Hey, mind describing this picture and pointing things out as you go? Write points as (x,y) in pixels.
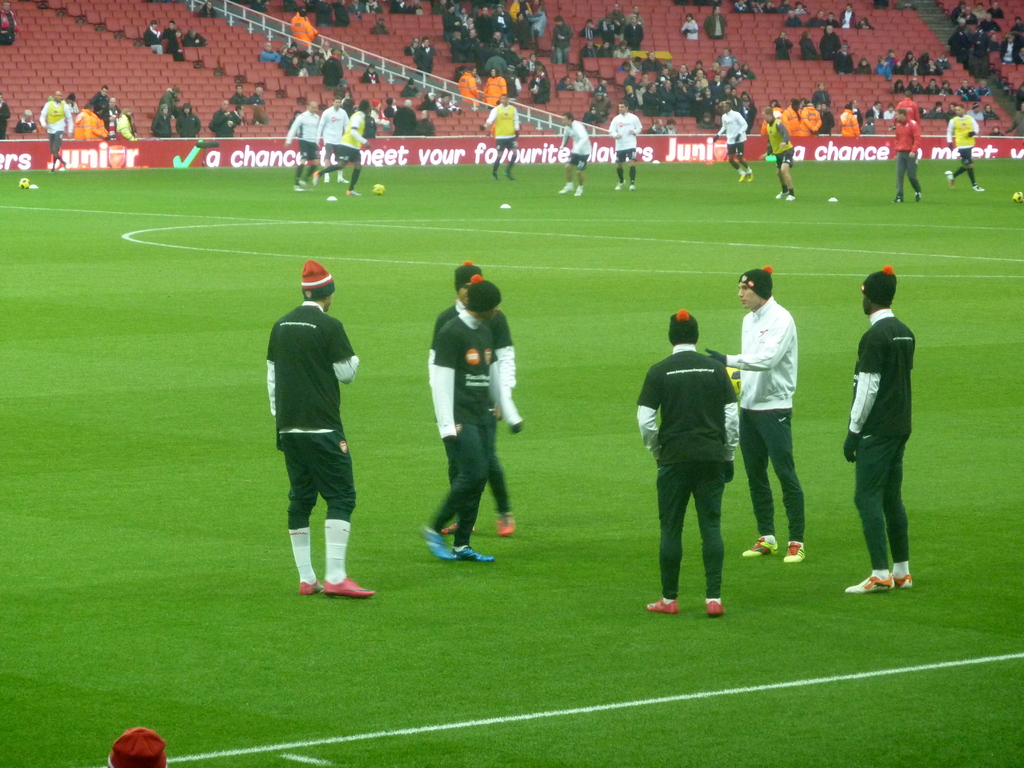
These people (503,340) are standing and wore caps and this man (439,370) walking and wore cap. Afar we can see balls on the grass (445,258) and these are players (968,170). In the background (738,104) we can see hoardings (286,164) and chairs (259,129) and these are audience (688,70).
